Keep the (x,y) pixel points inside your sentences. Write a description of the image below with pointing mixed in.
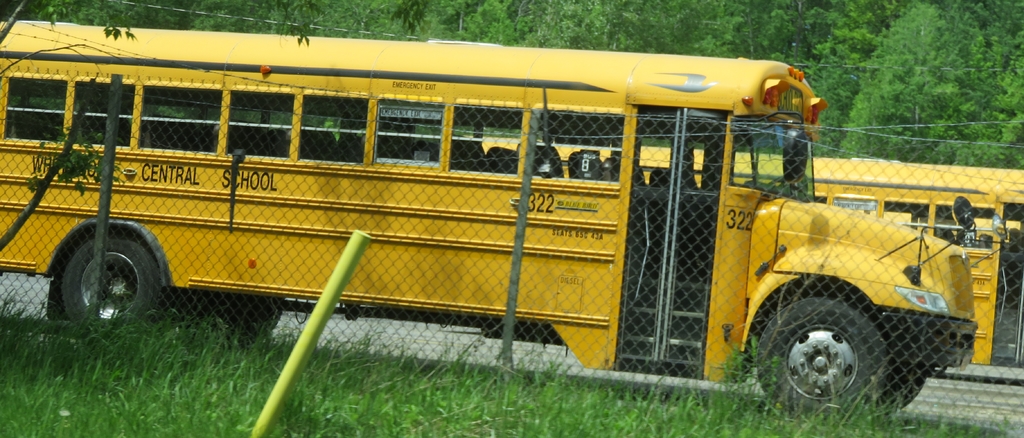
Here we can see a pole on the grass (298,437) and also a fence (410,241). In the background (499,53) there are two vehicles (256,227) on the road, trees (671,1) and wires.
